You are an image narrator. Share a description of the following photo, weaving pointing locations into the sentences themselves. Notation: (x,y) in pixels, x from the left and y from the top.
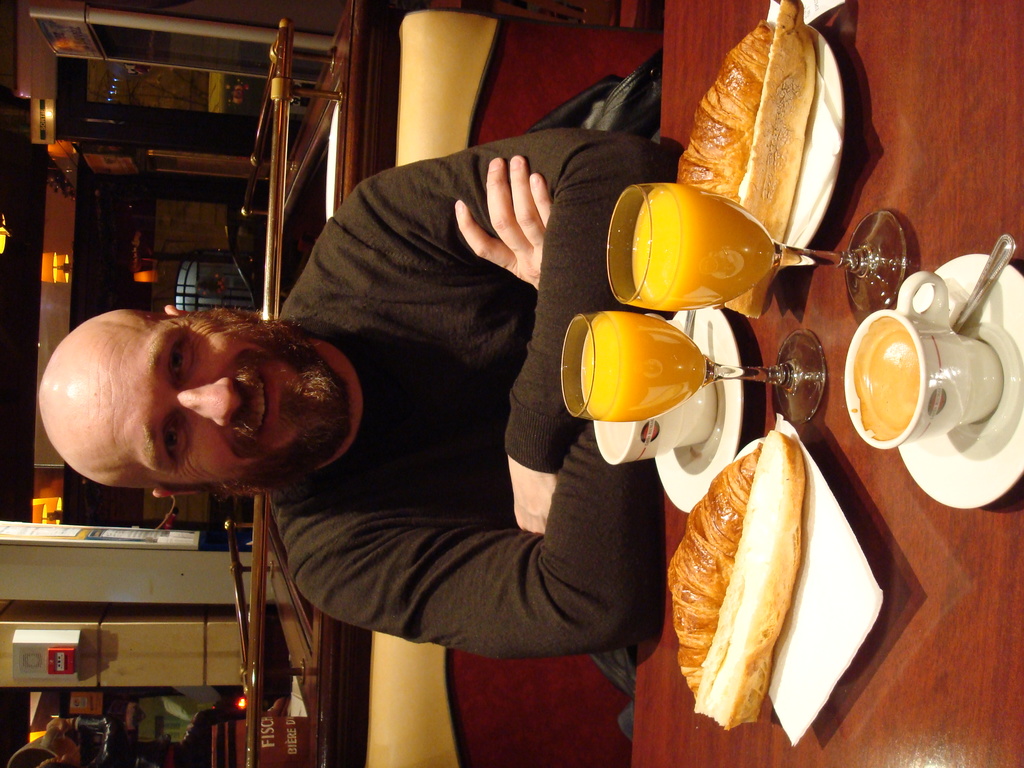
In this image, there is a person (485,359) wearing clothes (430,525) and sitting in front of the table (882,666). This table (882,666) contains glasses (708,258), cups (932,378) and some food (758,458).
